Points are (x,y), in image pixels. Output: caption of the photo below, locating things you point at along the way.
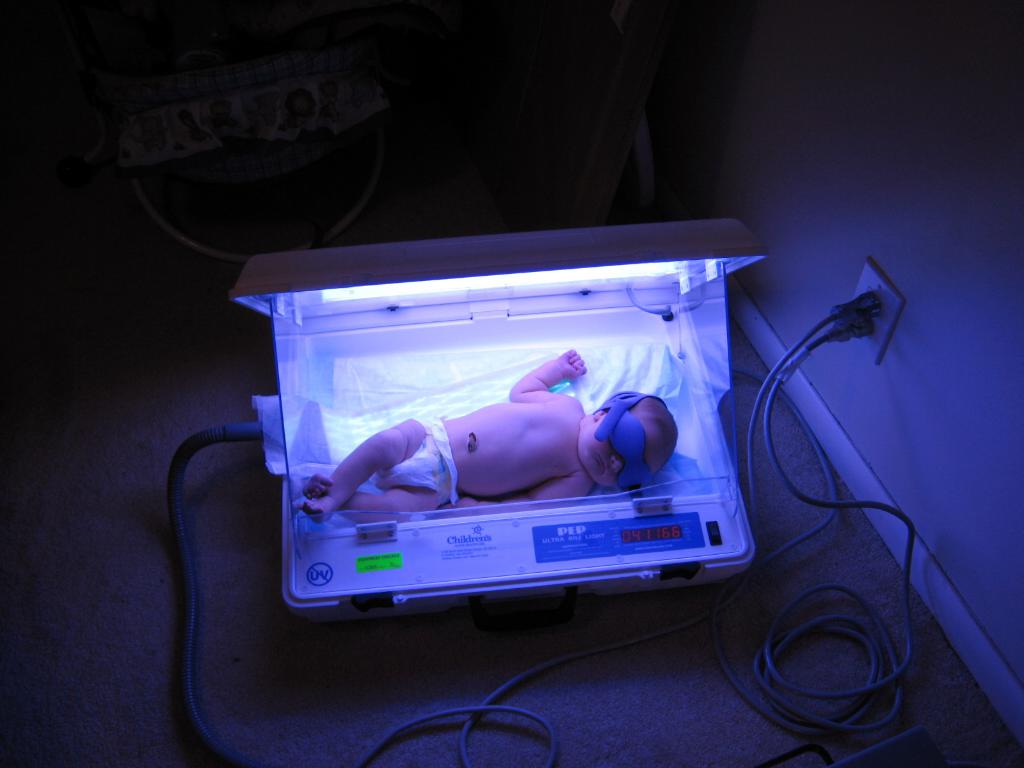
As we can see in the image there is a wall (945,280), switch board (899,313), wires (738,681), child (568,434) and an electrical equipment (696,461).
